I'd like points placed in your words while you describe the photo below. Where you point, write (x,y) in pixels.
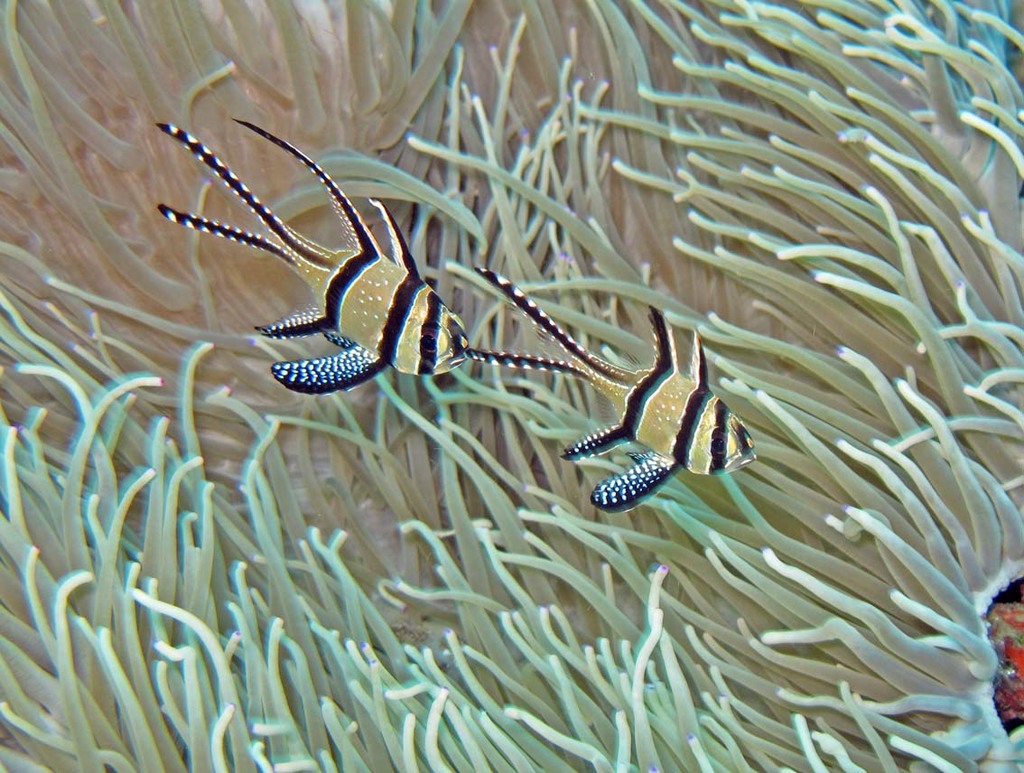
In this image I can see few fishes (589,451), they are in black, brown and white color, and I can see plants (435,596) in green color.
